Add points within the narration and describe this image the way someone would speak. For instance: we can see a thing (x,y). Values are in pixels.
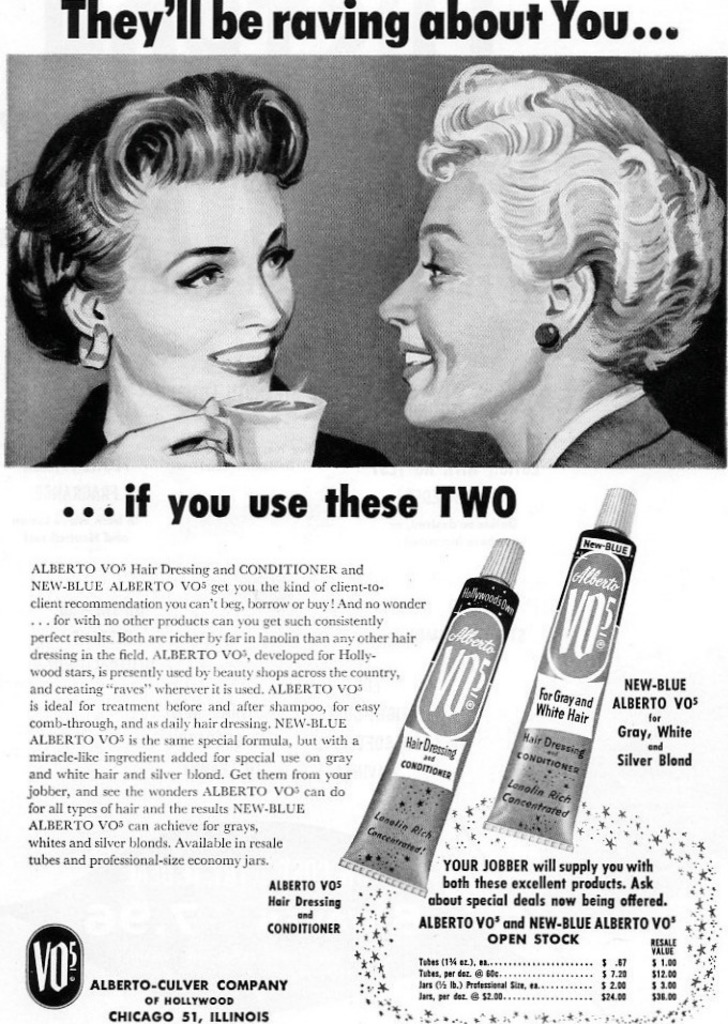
In this image it looks like an article (388,273) in which there are two girls (394,319), one holding a cup (273,430). At the bottom (467,709) there are two tubes (453,725) and there is some text (134,713) on the left side (160,644).
